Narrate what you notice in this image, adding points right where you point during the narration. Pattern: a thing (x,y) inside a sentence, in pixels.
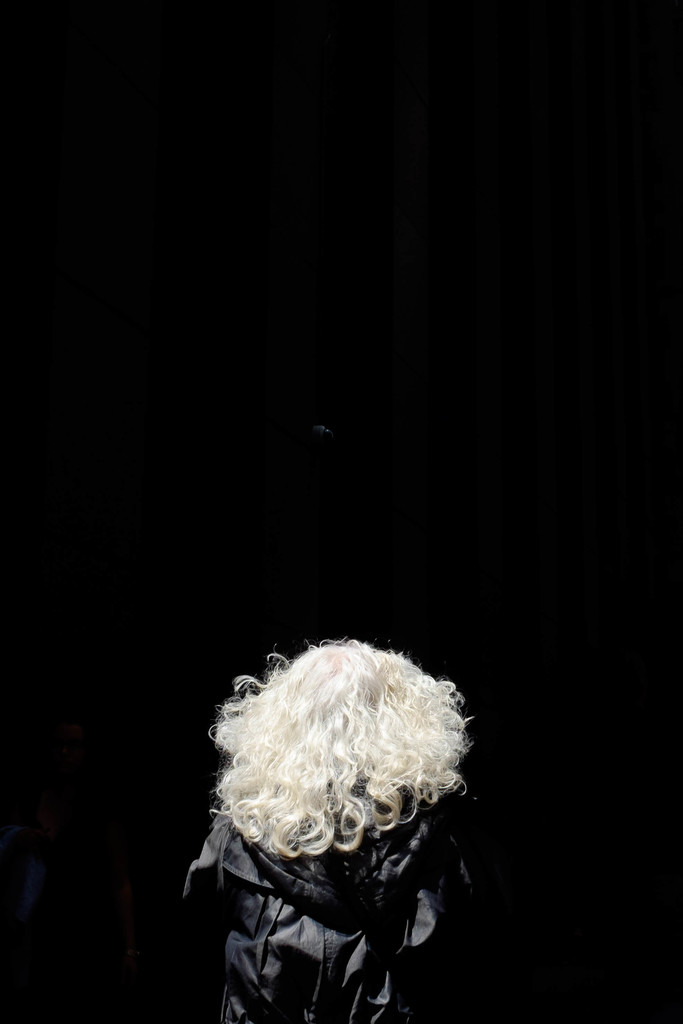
This is the dark picture of a person (397,698) with white hair (311,741) is looking down.
